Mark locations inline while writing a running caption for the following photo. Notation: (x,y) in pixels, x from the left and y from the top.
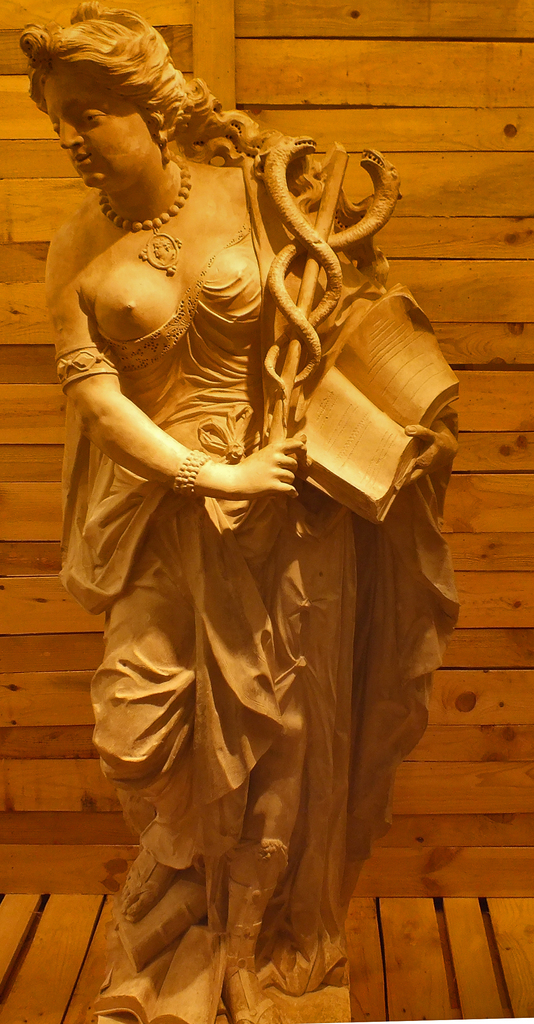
In this image we can see a wooden sculpture (225,452) of a woman (200,354) holding book (375,428) and some other thing (298,320). In the back (208,70) there is a wooden wall (83,708).
